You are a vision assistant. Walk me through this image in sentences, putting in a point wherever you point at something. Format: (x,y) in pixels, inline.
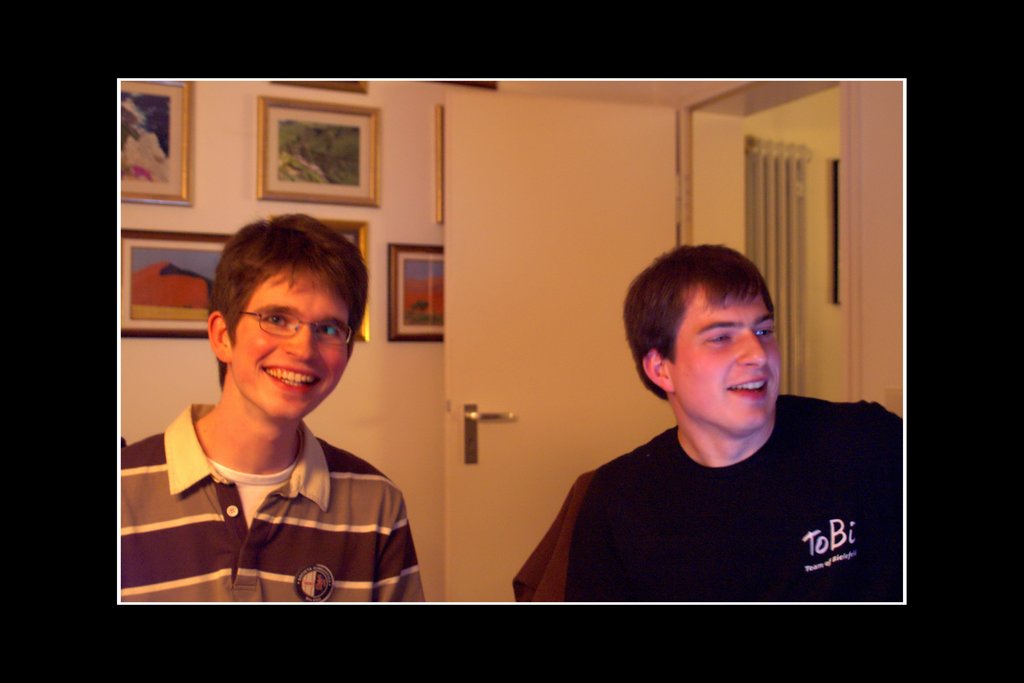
In this image we can see this person (749,399) wearing black T-shirt (612,523) and this person (236,548) wearing T-shirt (342,505) and spectacles (288,317), are smiling. In the background (348,163), we can see photo frames (207,285) on the wall (141,223), wooden door (481,312) and radiator (776,148) in another room (784,231).
